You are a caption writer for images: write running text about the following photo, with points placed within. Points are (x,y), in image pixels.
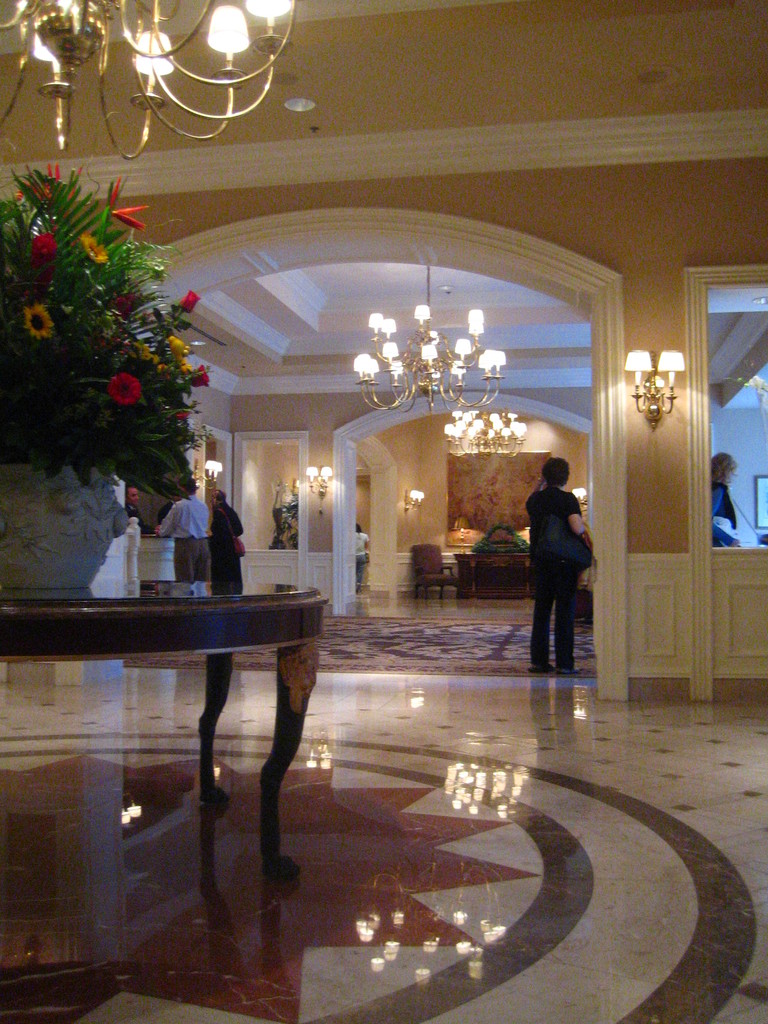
On this table (215,604) there is a plant (87,376) with flowers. On top (92,47) there are lights (221,13). The persons (205,520) are standing. we can able to see a chair (452,574) and table (482,571). Lights (666,364) on wall (362,491).
